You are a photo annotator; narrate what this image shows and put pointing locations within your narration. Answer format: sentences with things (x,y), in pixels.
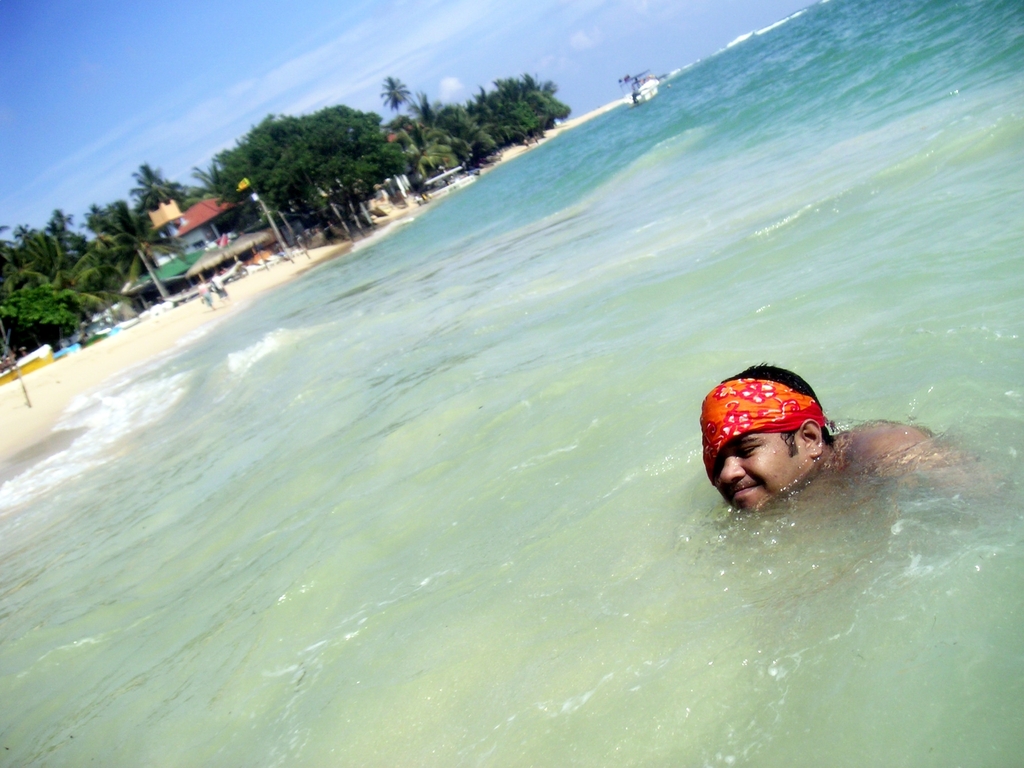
In this image I can see a person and the ocean (668,454) and I can see trees (347,137) and the sky (222,116) and some tents (217,260) visible on the left side (338,98).
